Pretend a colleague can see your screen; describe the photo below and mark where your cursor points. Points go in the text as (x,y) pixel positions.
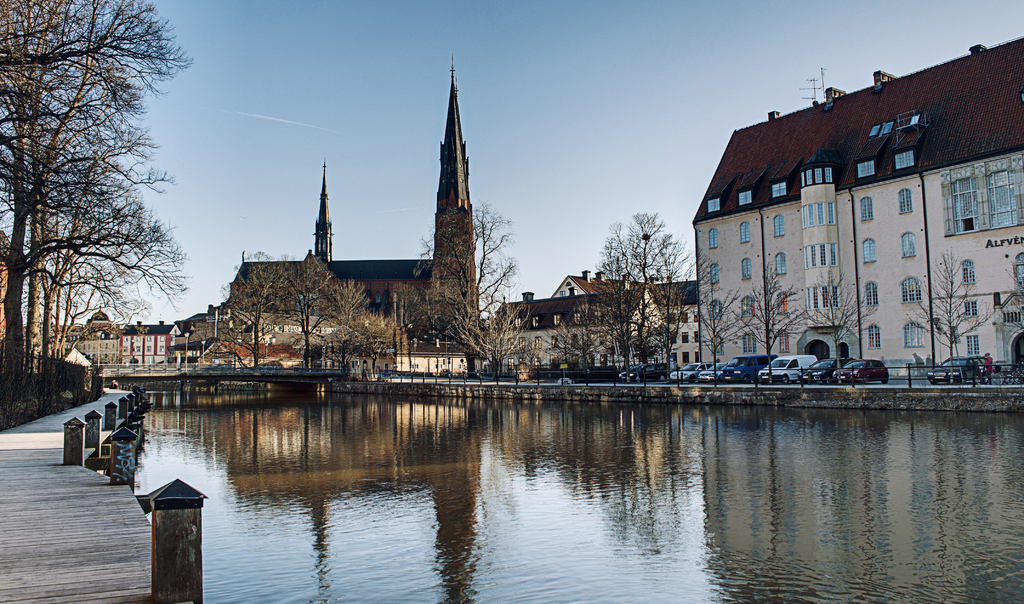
On the left corner of the image (55,450) there is a wooden deck (59,471) and also there are poles (161,566). At the bottom of the image (329,427) there is water (631,481). Beside the water (175,404) there is a wall (936,390) with railings (656,378). Behind the railing (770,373) there are cars (751,365). In the background (116,367) there is a bridge (304,379) with railing (141,370) and also there are trees (136,303) and buildings (821,243) with walls (874,231), windows (903,212) and roofs (718,214).
